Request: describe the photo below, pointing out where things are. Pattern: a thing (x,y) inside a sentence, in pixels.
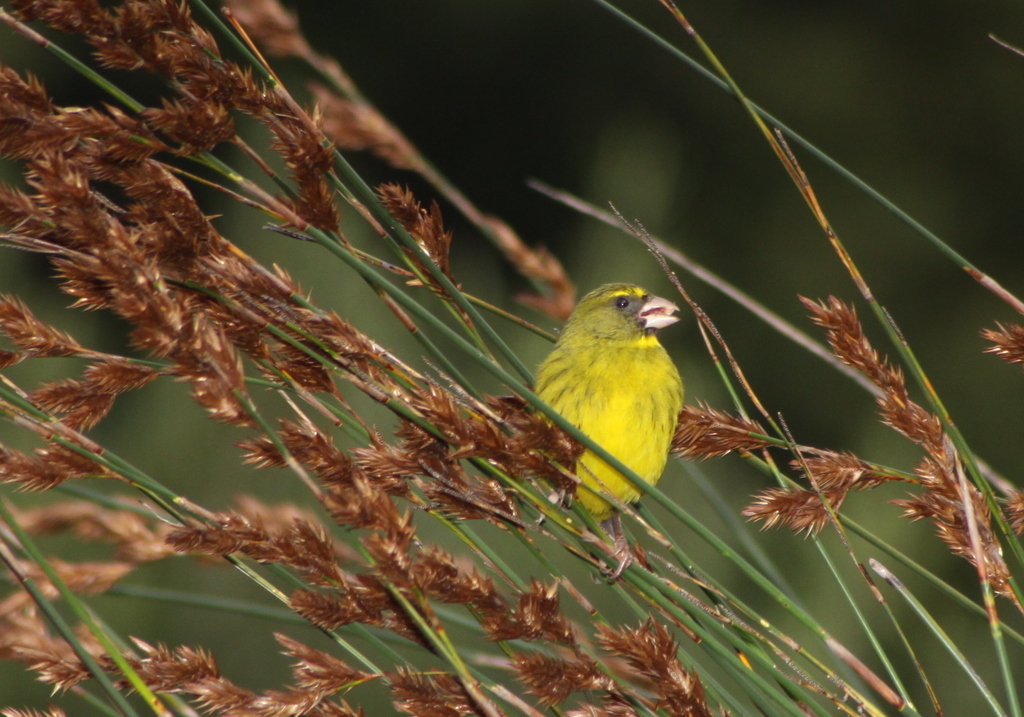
In this image we can see a bird (616,571). We can also see the stems (640,484), leaves (230,706) and the background (1017,71) is blurred.
